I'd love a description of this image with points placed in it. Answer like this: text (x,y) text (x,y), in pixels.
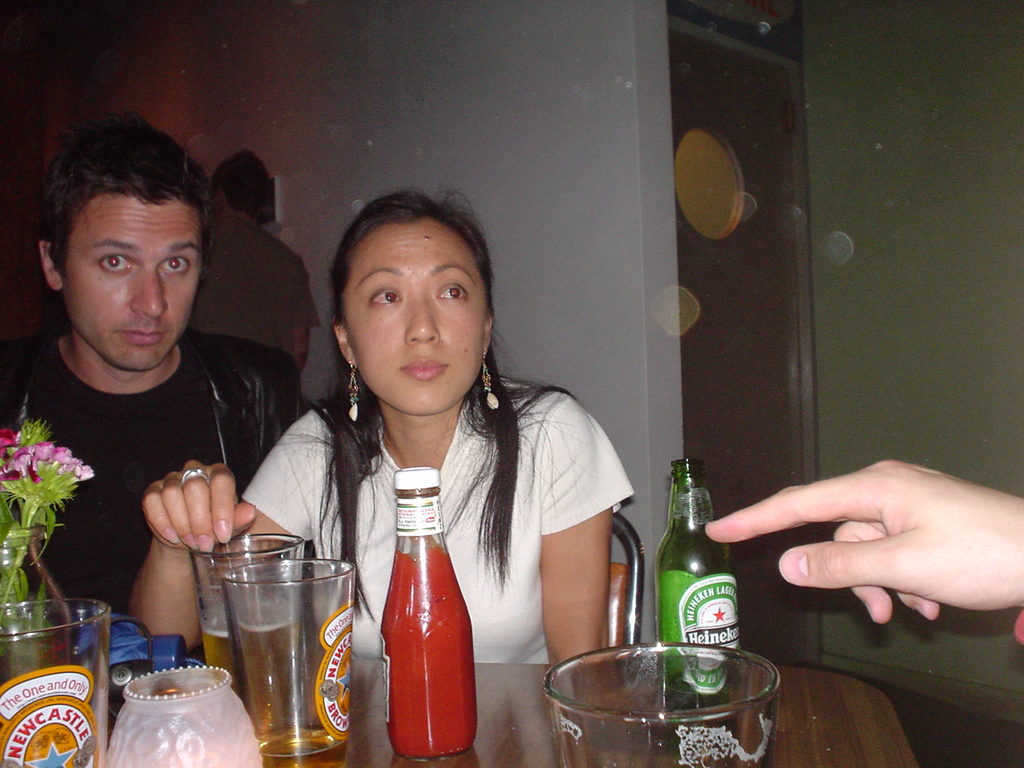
This image is clicked in a restaurant (714,407). There are two persons (262,358) in the front (507,571). The woman (504,509) is wearing white dress (451,531) and man (135,367) is wearing black dress (43,341). In the front (400,691), there is table (398,757), on which there are glasses (324,596) and bottles (451,631). In the background (654,133), there is a wall (322,95) along with door (748,155).
